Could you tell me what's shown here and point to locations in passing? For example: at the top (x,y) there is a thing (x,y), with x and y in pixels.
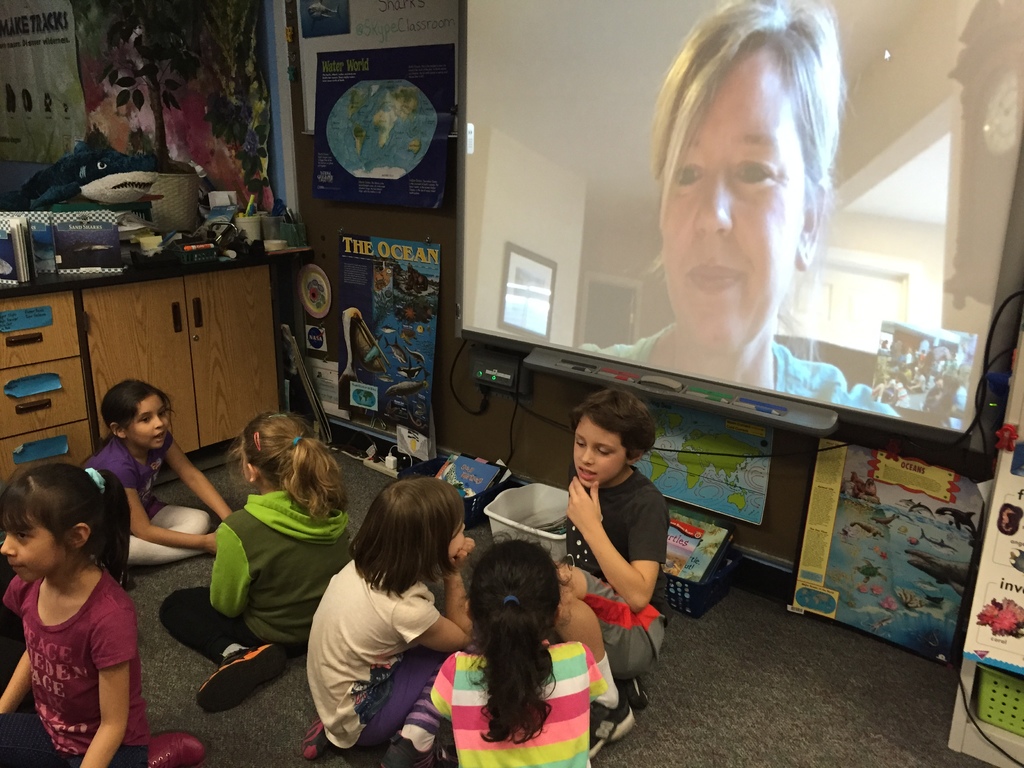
In this picture there are few kids (404,578) sitting on the floor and there is a projected image (772,145) in the right corner (845,121) and there are few other objects (193,237) in the background (180,242).
